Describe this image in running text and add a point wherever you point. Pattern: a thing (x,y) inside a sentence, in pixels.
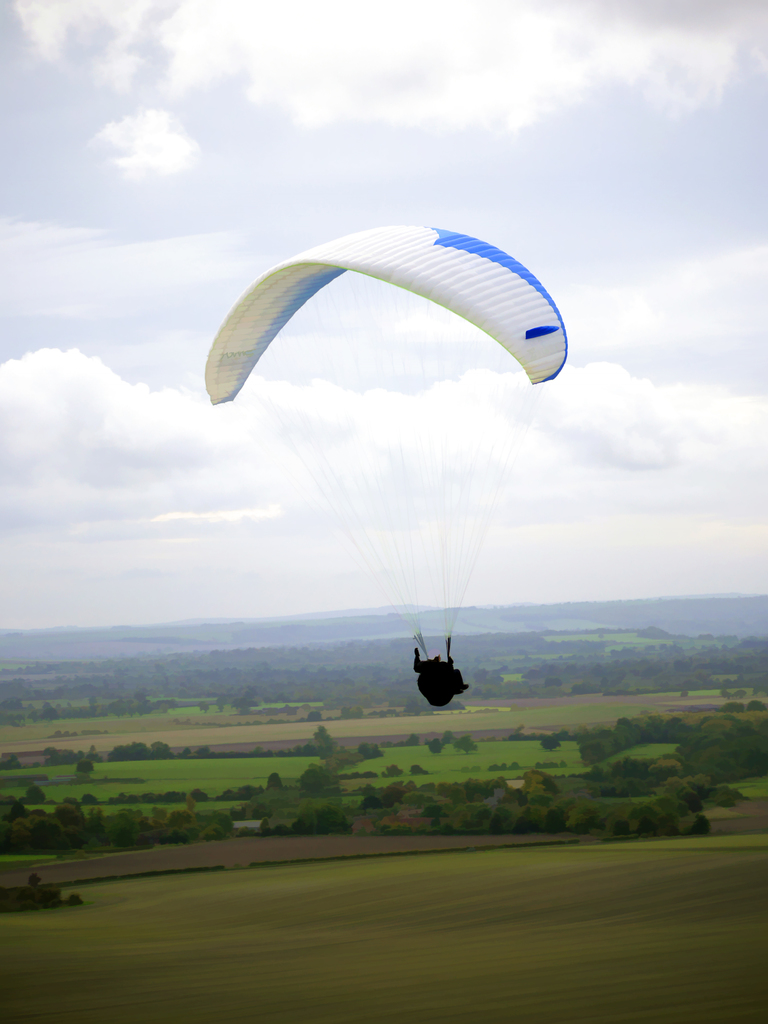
In the picture I can see a person (455,672) is doing parachuting in the air (319,418). In the background (342,443) I can see trees (266,800), hills (310,630) and the sky (226,462).
